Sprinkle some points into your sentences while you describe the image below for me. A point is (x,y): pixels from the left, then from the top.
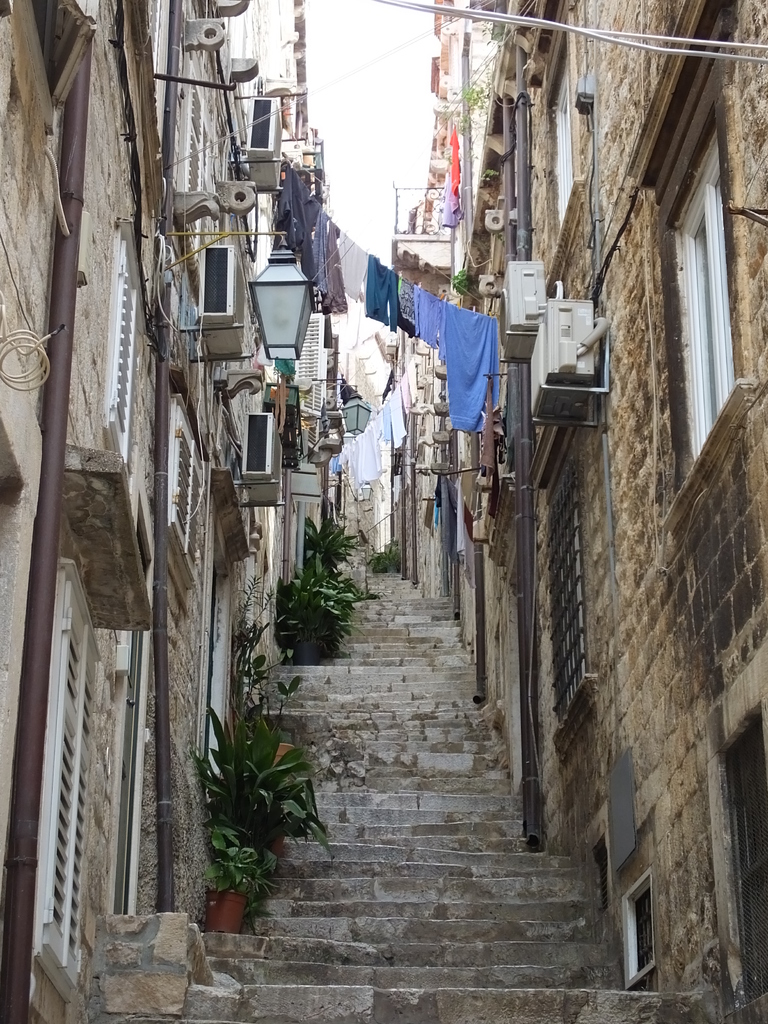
In this image we can see few buildings (747,282). There are few clothes (450,363) in the image. There are staircases (427,827) in the image. We can see the sky (387,173) in the image. There are few plants (320,602) in the image. There are few objects (570,358) on the wall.
